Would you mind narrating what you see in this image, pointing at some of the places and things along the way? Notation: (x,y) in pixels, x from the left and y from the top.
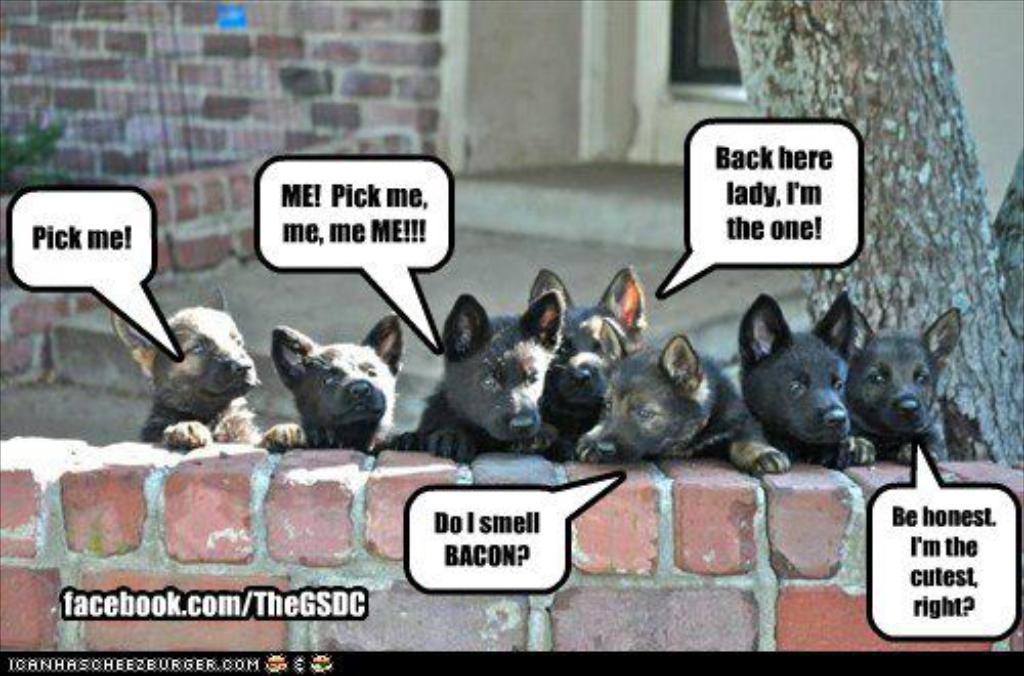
In this image there are a few animals (447,374) leaning on the wall (14,607) and watching on the other side, behind them there is a brick wall (317,71) and a tree (902,253).
